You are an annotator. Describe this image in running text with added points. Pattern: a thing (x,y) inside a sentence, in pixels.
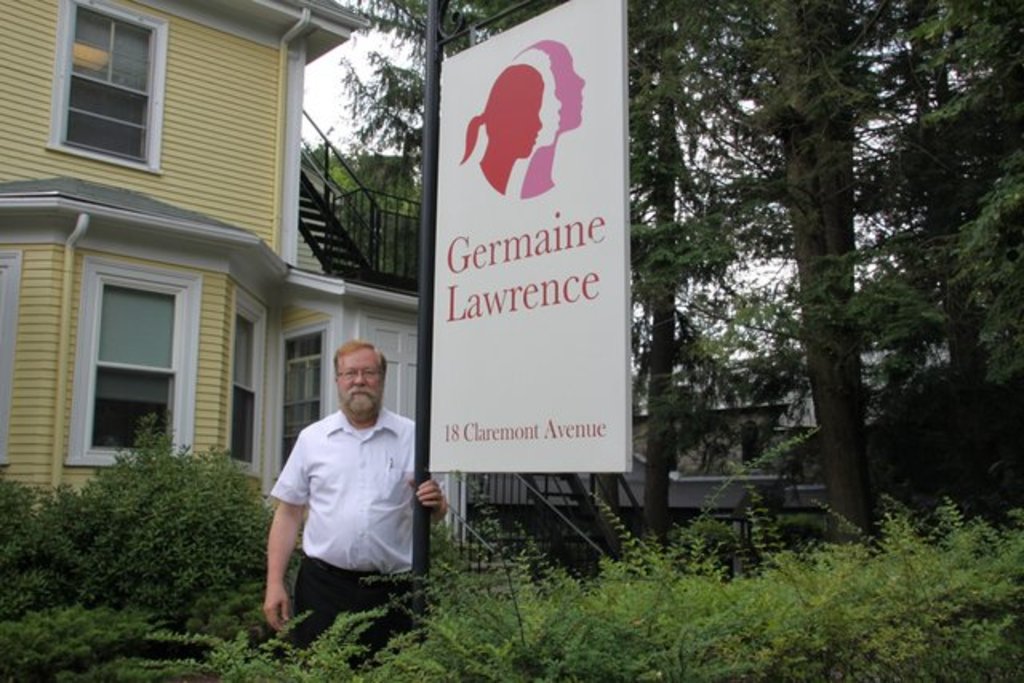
In this image we can see two houses (205,181), four windows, two staircases (379,242), so many trees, one name board (526,142) attached to the pole (429,155), one person (370,433) standing and holding the pole (414,500). There are so many plants (119,544), bushes (778,598) and at the top (331,108) there is the sky (321,87).
